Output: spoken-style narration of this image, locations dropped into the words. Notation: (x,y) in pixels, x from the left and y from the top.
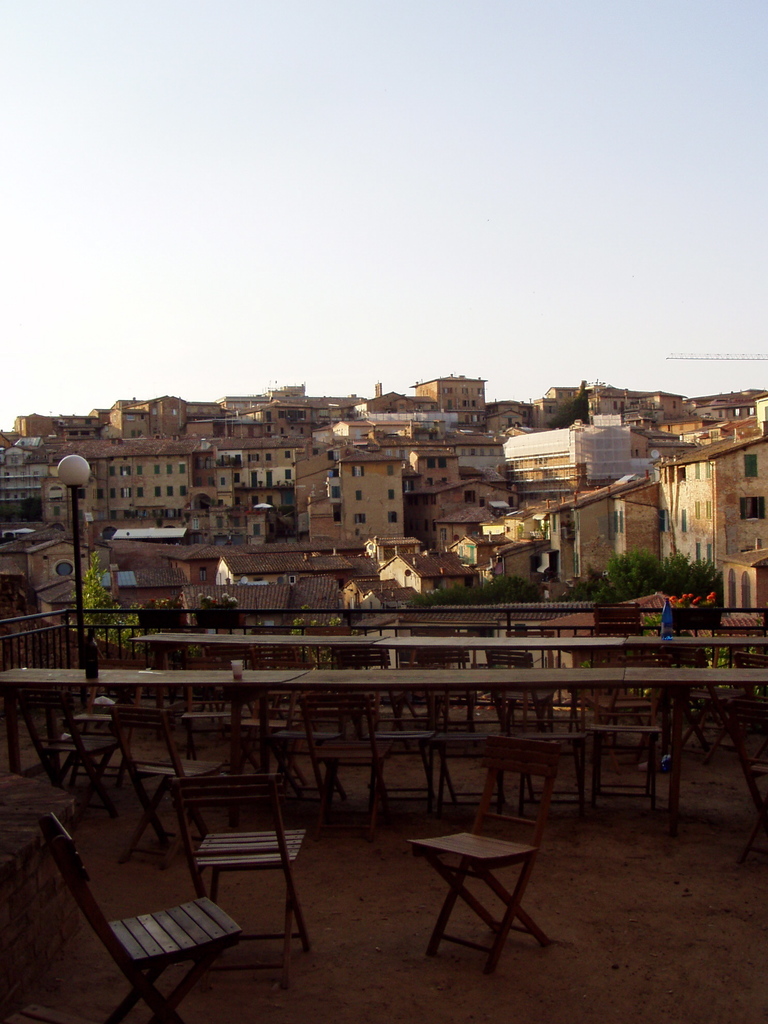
In this picture we can see few chairs (317,702), tables (393,684), metal rods (419,614) and a light (82,469), in the background (346,449) we can see few buildings (464,472) and trees (500,600).
